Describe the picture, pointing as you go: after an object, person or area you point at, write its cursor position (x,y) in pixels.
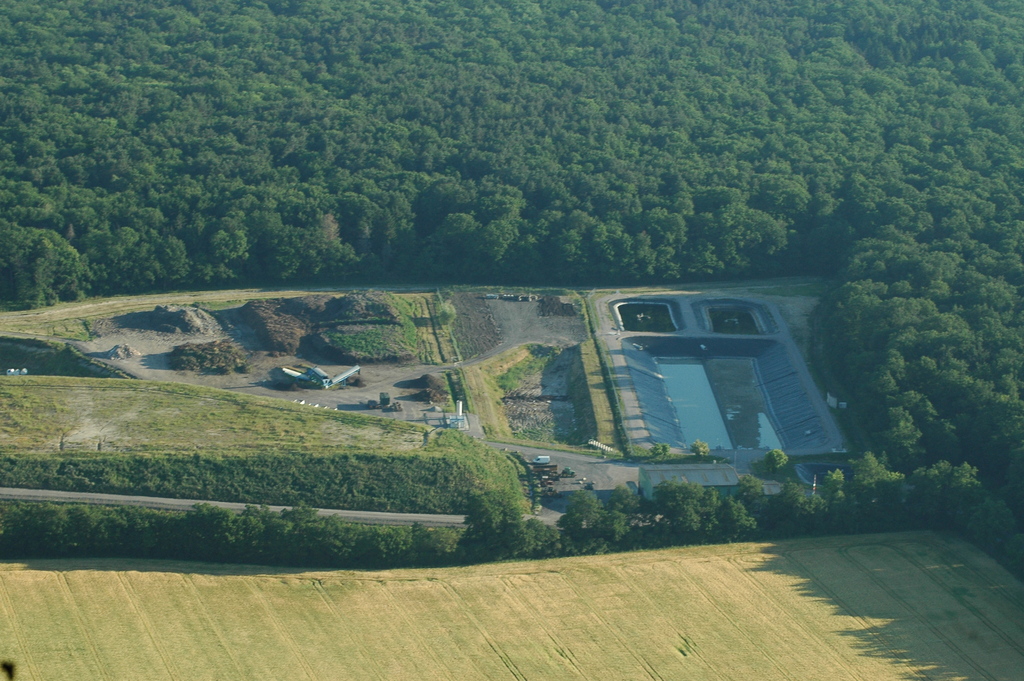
As we can see in the image there are trees (560,172) and vehicles (533,470). There is grass (207,403) and water (670,383).
